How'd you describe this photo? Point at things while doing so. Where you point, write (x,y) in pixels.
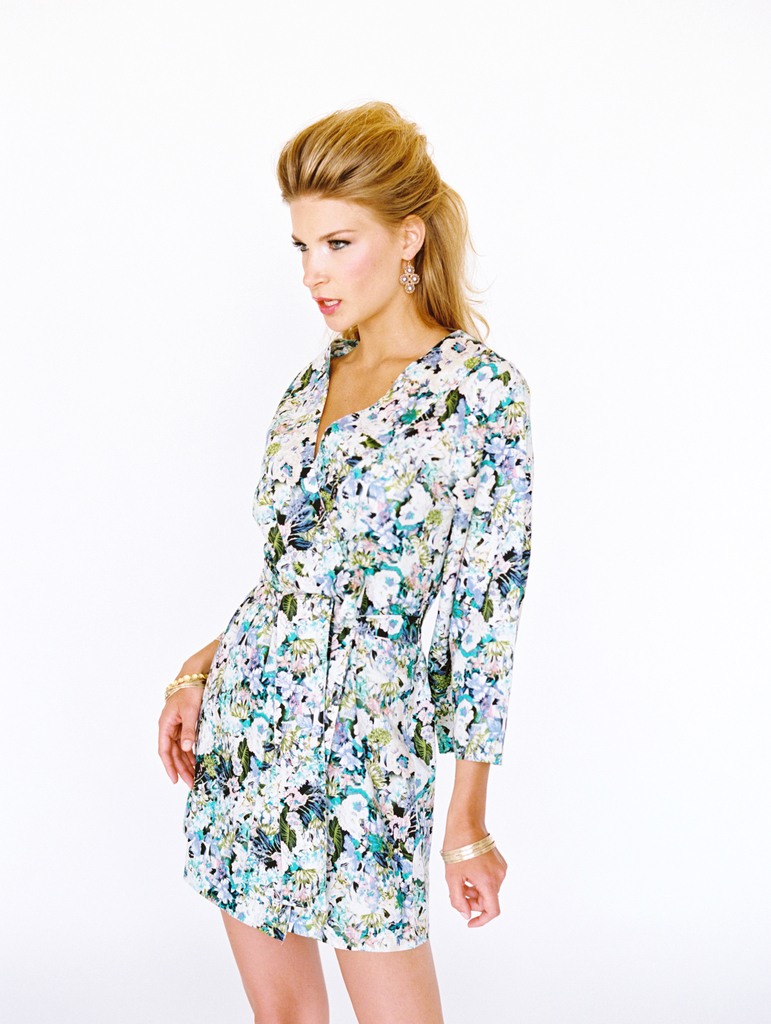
In this picture we can observe woman (334,759) standing, wearing white color dress (316,638). We can observe yellow color hair (379,177). The background (139,145) is in white color.
